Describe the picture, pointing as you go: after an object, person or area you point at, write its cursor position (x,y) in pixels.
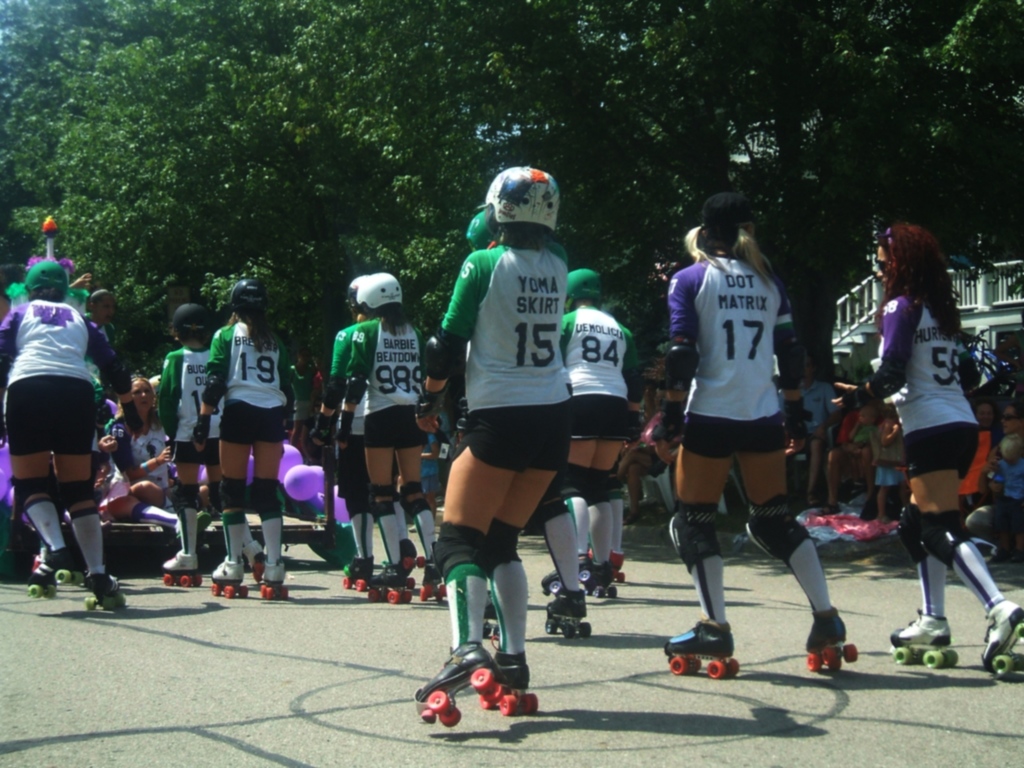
Here we can see a people (341,345). These people (532,488) wore skate shoes (450,719). Background (744,104) there are trees (478,112).
